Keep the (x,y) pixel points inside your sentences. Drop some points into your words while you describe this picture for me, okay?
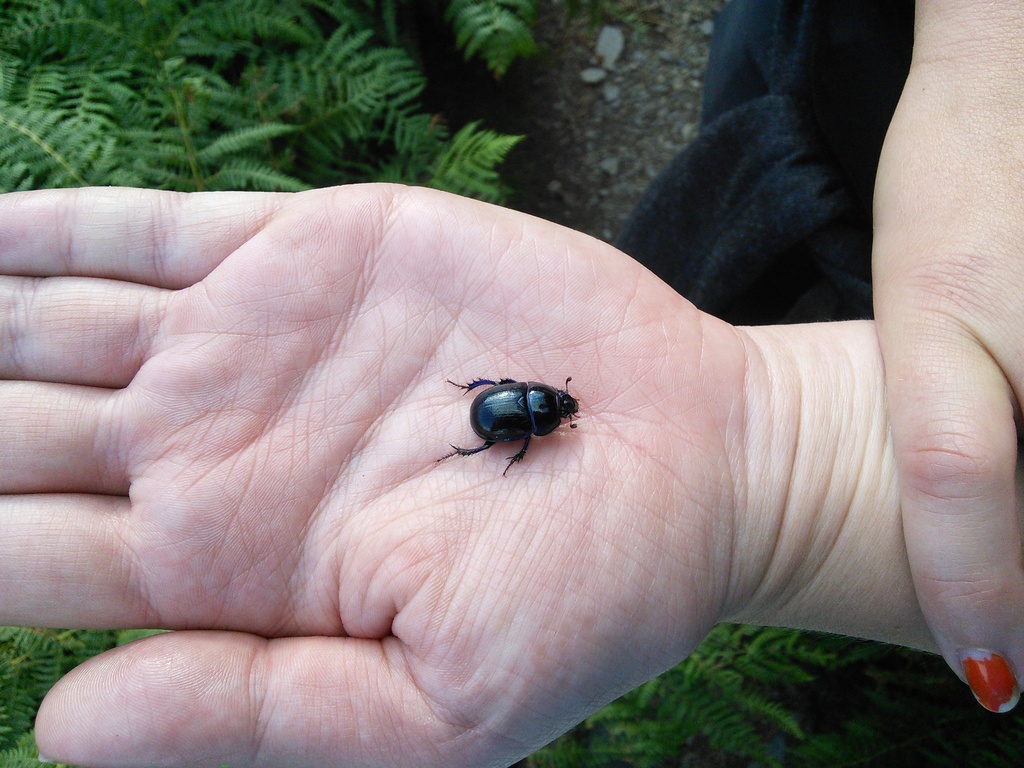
In this picture we can see a black insect (526,408) on the person's hand (618,370). On the right (976,138) we can see women (928,143), who is wearing black dress (785,156). On the top left corner (59,57) there is a green plant (196,110).
